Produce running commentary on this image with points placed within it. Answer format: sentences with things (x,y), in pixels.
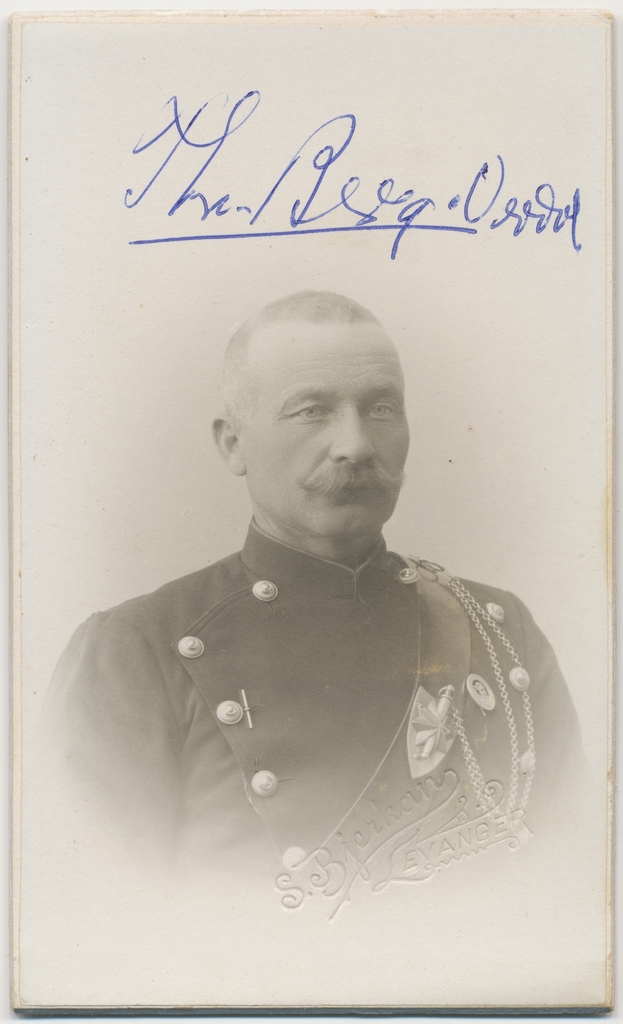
In the image there is a photograph (372,483) of a man (517,654). And there is something written on it.
